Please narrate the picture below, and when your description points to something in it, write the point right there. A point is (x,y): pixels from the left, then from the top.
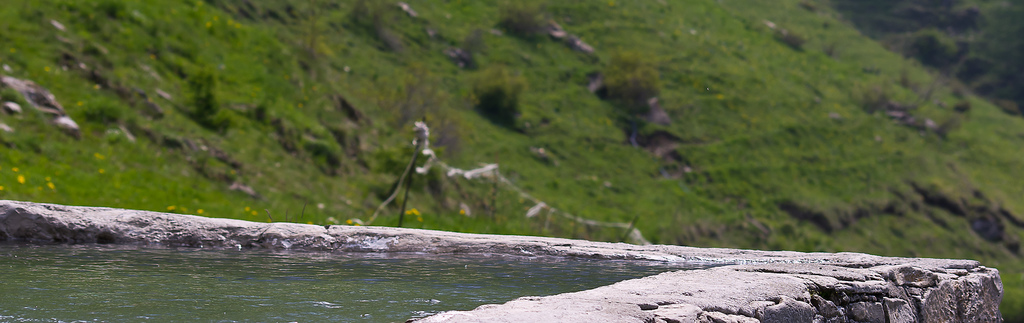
In this image I can see water (217,257), background (304,109) I can see trees (614,91) and grass (366,126) in green color.
